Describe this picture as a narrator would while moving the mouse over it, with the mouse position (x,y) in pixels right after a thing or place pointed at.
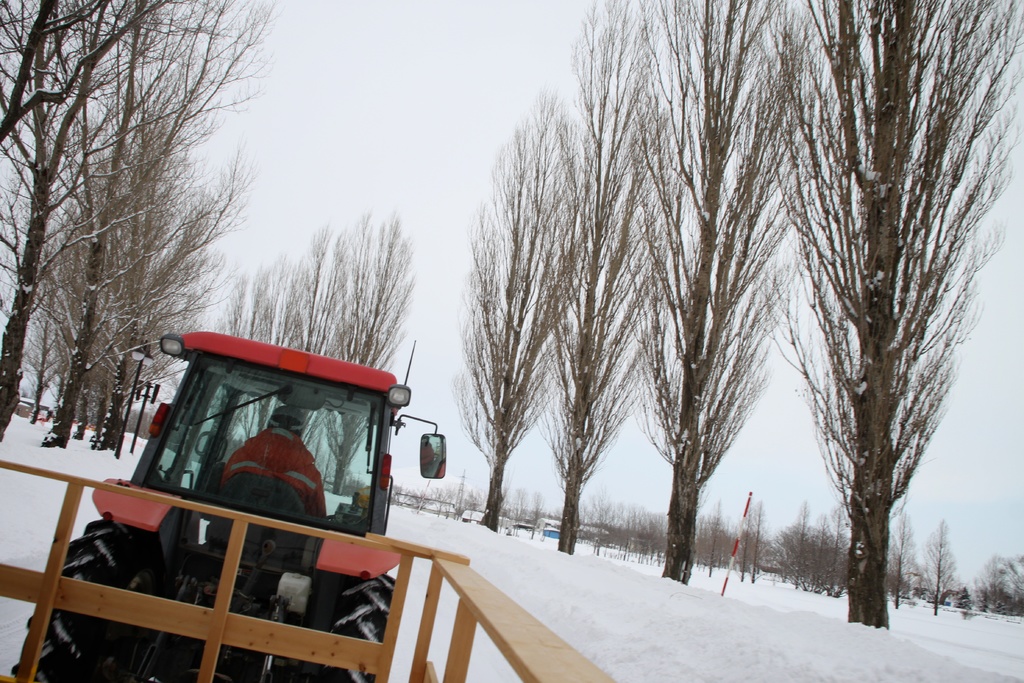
In this picture we can see a person (241,442) sitting in a vehicle (255,490), wooden fence (512,650), snow (477,651), poles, trees (117,419) and in the background (229,111) we can see the sky (431,119).
